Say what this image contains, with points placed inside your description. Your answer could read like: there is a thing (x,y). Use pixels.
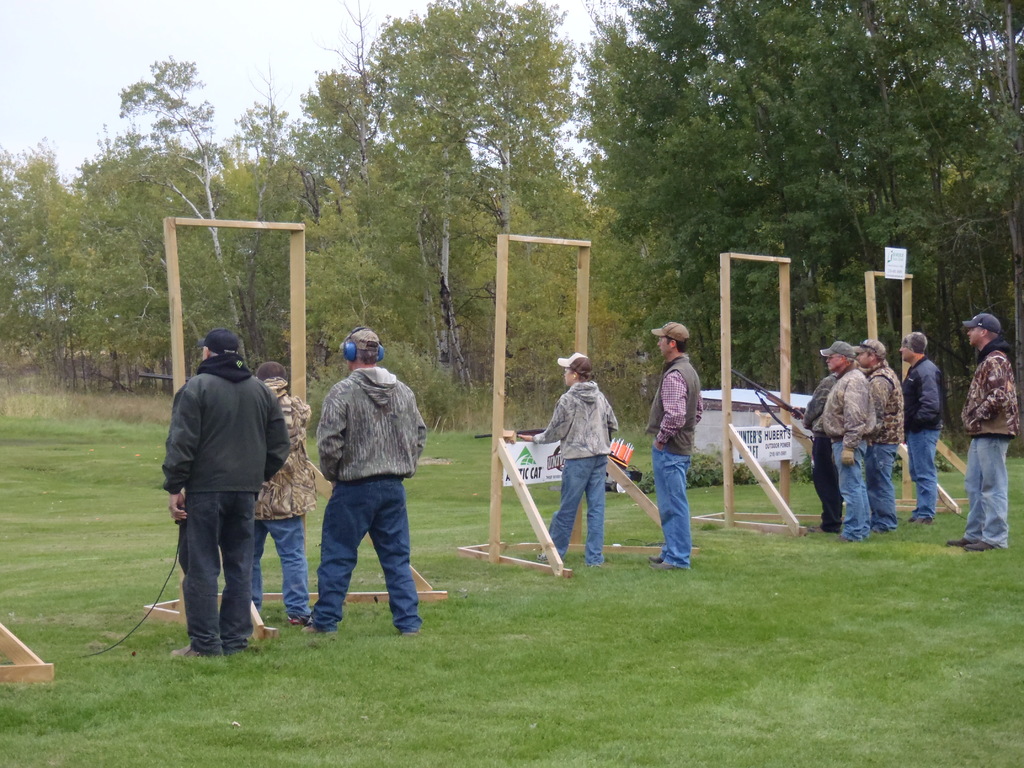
In this image people (234,454) are standing on the surface (540,583) of the grass (614,600). In front of them there is a wooden stand (499,368) with a gun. At the background (485,192) there are trees (407,133) and sky (192,37).
